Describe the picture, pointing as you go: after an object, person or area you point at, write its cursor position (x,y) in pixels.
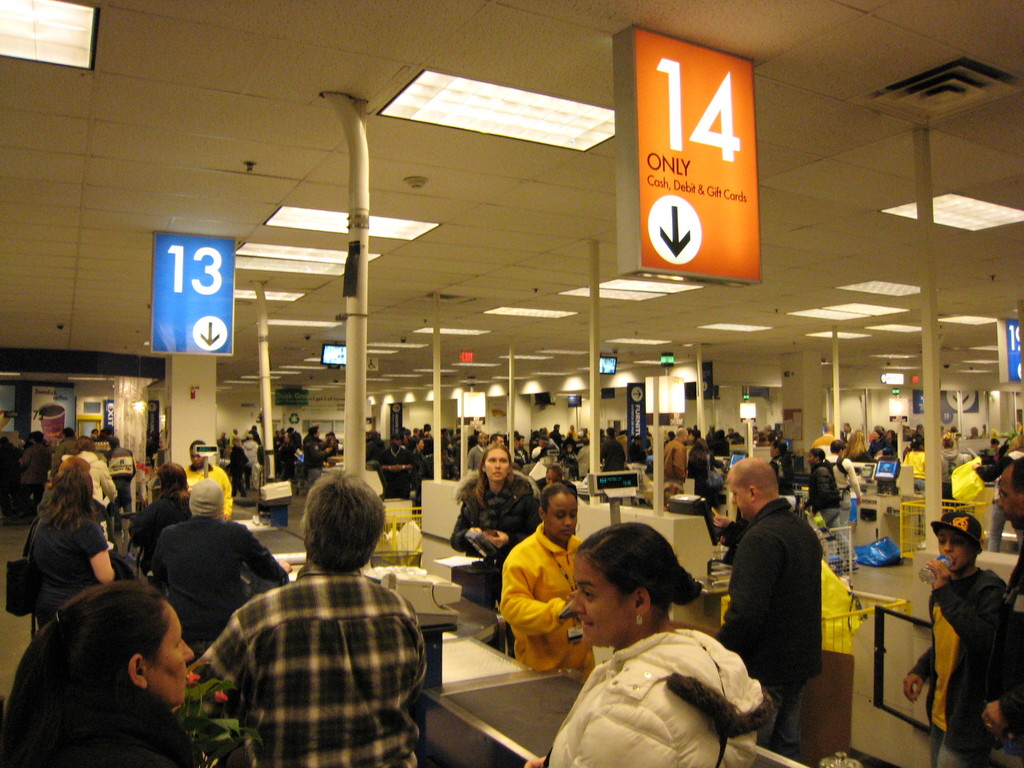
This is an inside view. Here I can see many people (797,621) are standing on the floor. There are many tables (483,647), machines (620,480) and poles (366,386) and also I can see few boards (219,347) on which there is some text (673,182). At the top of the image (481,108) there are few lights (484,126) attached to the ceiling (209,109).
